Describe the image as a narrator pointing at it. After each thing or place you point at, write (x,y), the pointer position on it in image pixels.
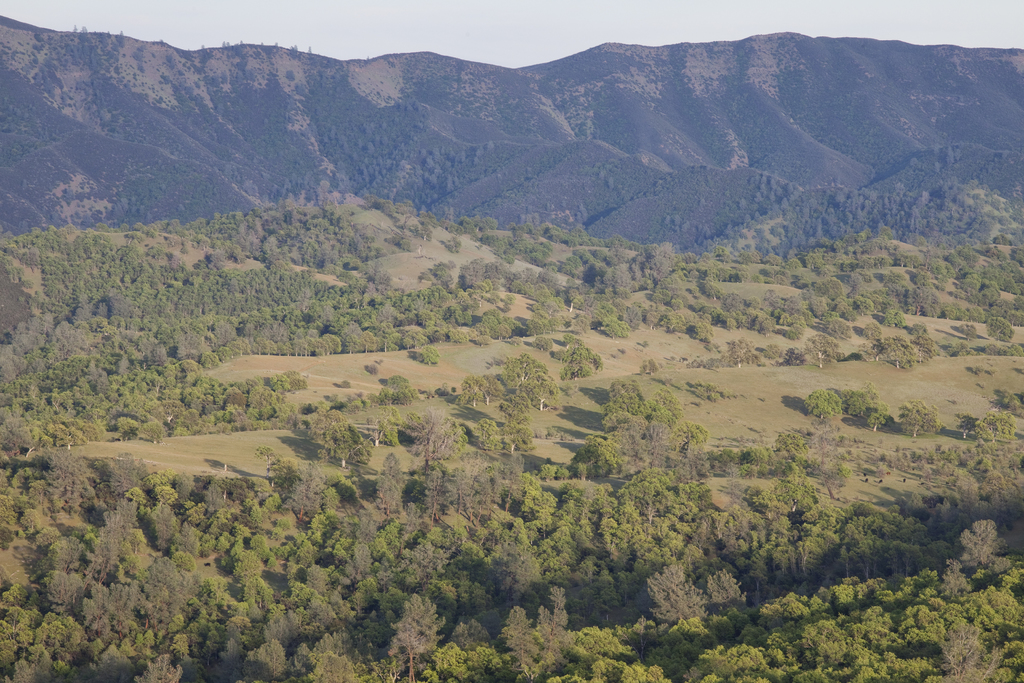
This is the picture of a mountain (813,203). In this picture there are mountains (497,161) and there are trees (168,349). At the top (477,47) there is sky (500,47). At the bottom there is grass (752,404).
